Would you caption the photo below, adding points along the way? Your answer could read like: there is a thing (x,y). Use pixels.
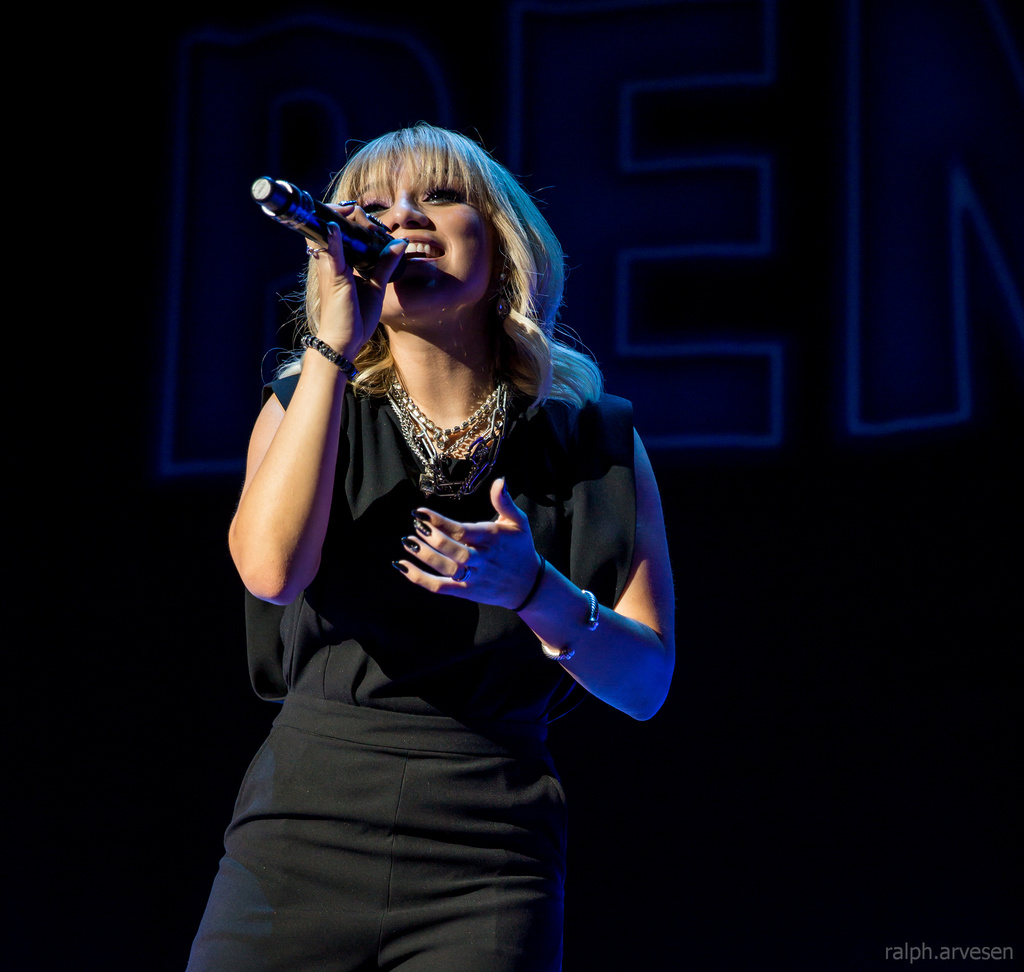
In this image I see a woman (419,366) who is wearing black dress (402,534) and I see that she is holding a mic (310,205) in her hand (329,265) and I see the watermark (1003,949) over here and it is dark in the background (772,516) and I see alphabets (719,381) over here.
